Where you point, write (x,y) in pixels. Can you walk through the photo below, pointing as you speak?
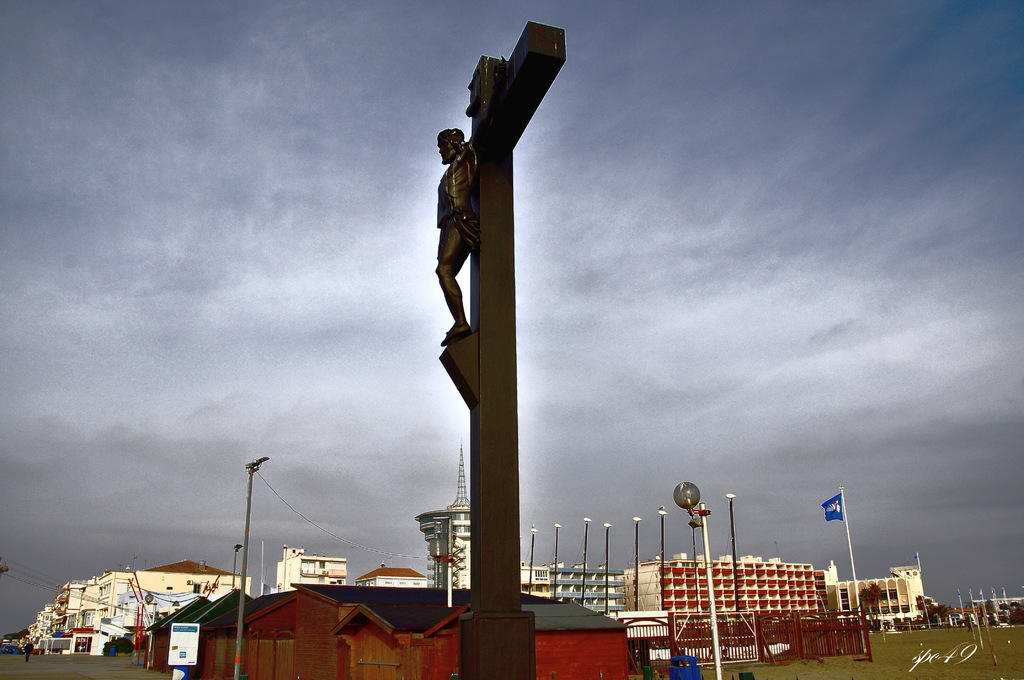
Here we can see a sculpture (506,645). There are buildings (278,597), board (186,649), poles (251,468), trees (869,594), and a flag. In the background (832,538) there is sky (594,364).
